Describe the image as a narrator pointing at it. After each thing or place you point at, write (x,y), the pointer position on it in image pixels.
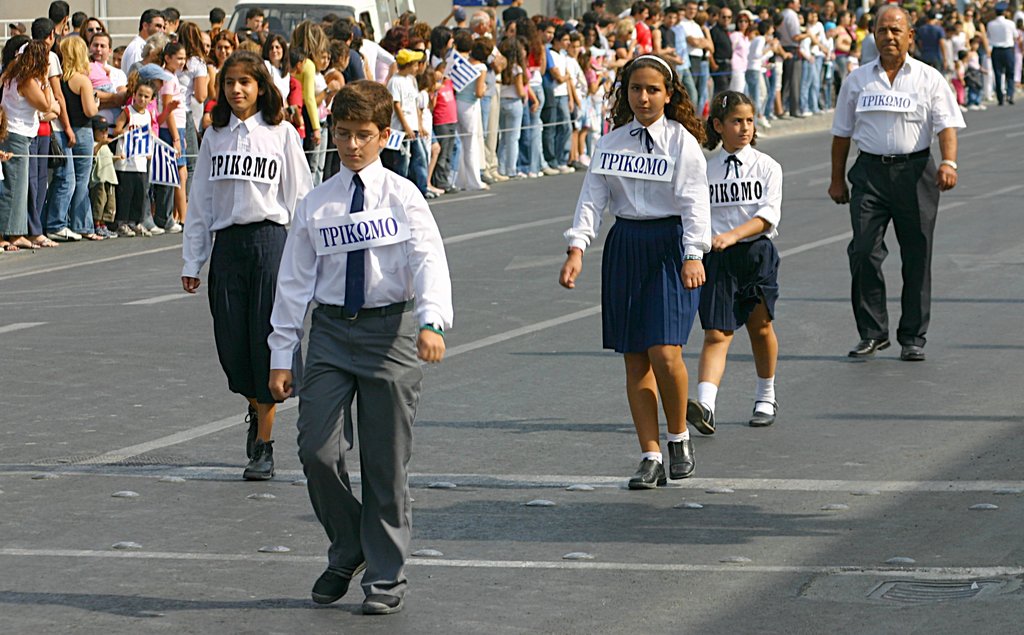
In the picture it looks like some event, there are few people (698,237) walking on the road (454,213), they are wearing some badges (354,222) to their shirts (611,189) and around the road (516,213) there is a huge crowd (649,44).
